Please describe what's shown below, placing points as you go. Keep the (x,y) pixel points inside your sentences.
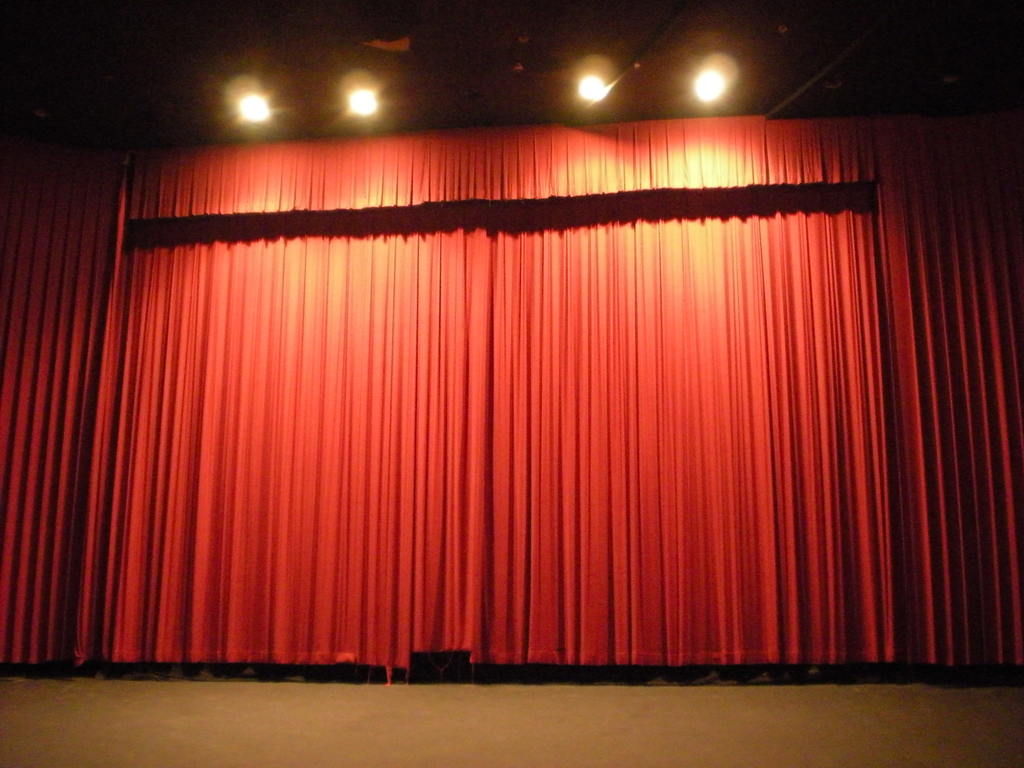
There are red color curtains (400,311). At the top (594,87) there are lights (582,80).
